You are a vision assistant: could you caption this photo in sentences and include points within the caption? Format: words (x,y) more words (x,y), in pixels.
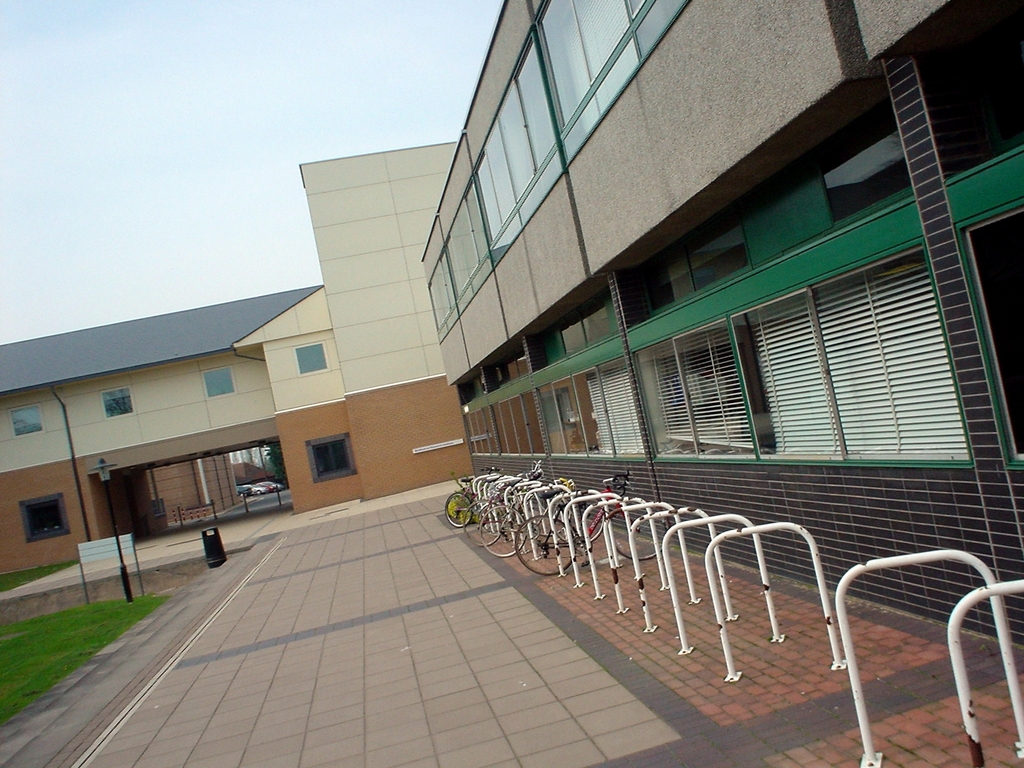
In this picture we can see buildings (671,355), at the left bottom (65,632) there is grass (78,650), we can see a pole (113,506), a light (105,468) and a board (113,545) in the middle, on the right side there are some bicycles (506,514), in the background (247,491) there are two cars (268,490) and a tree (272,460), we can see window blinds (849,405) on the right side (701,395), there is the sky (267,119) at the top of the picture (222,107).
